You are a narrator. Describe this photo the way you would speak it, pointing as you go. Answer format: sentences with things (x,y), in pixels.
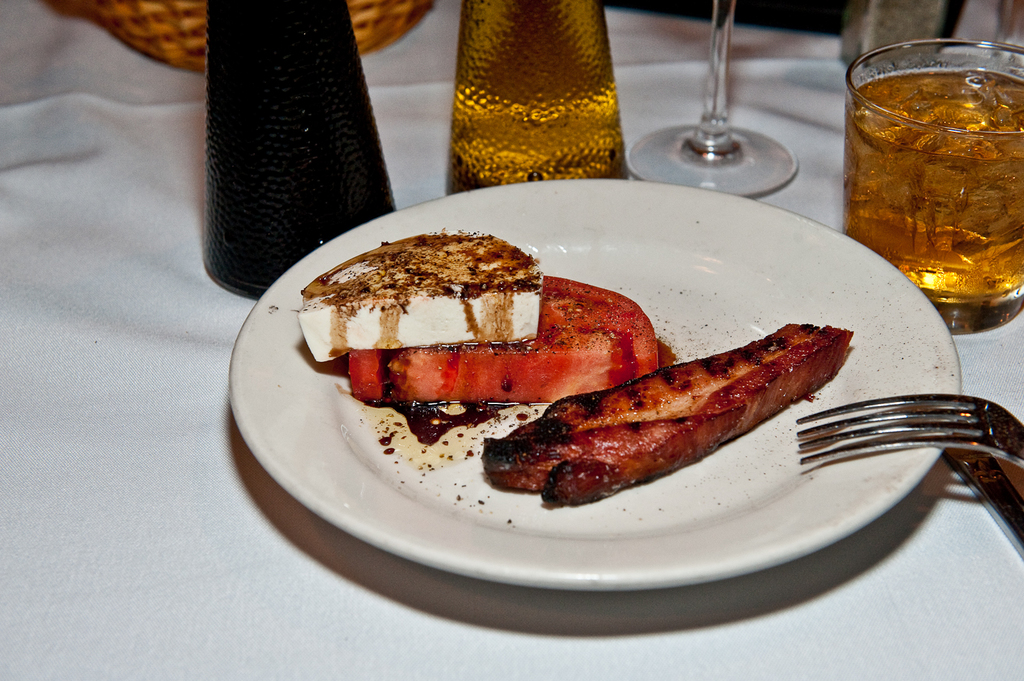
There is a white surface (185,377). On that there is a plate (718,542) with food items (596,344). Also there is a fork (898,422). And there are glasses (715,128) with drinks (892,169).
